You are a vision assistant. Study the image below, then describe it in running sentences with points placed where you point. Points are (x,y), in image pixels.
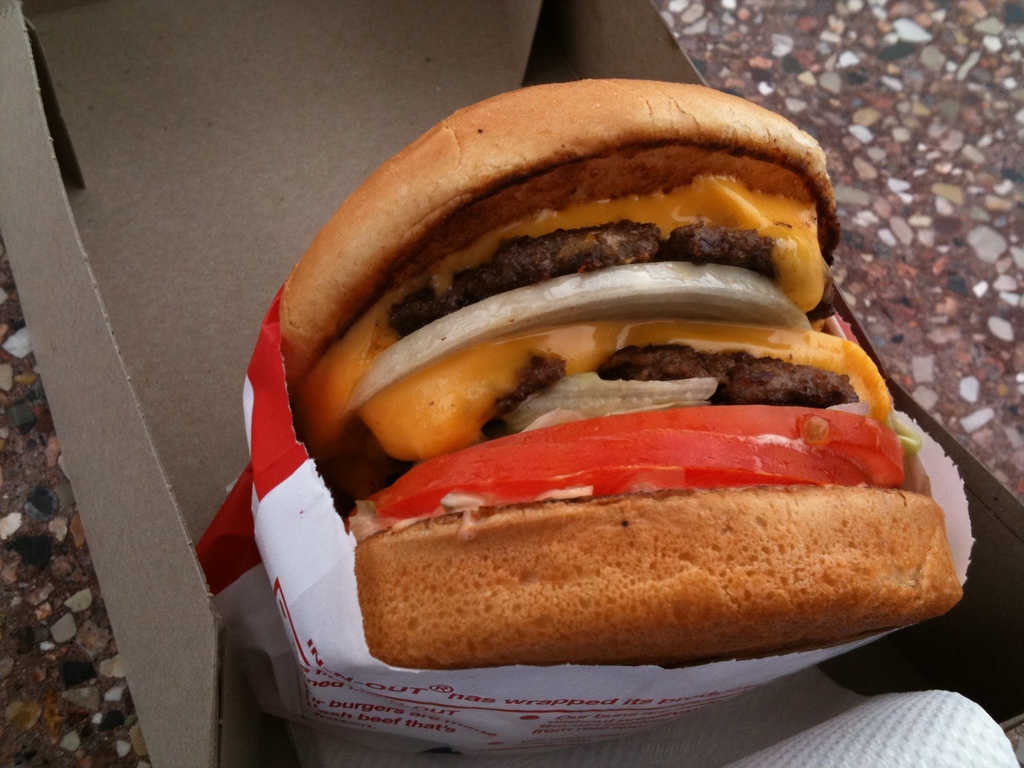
In this image I can see a burger (637,416) which is brown, black, cream, orange and red in color in a paper cover (298,549) which is in the box (190,126). I can see the brown colored background (900,118).
